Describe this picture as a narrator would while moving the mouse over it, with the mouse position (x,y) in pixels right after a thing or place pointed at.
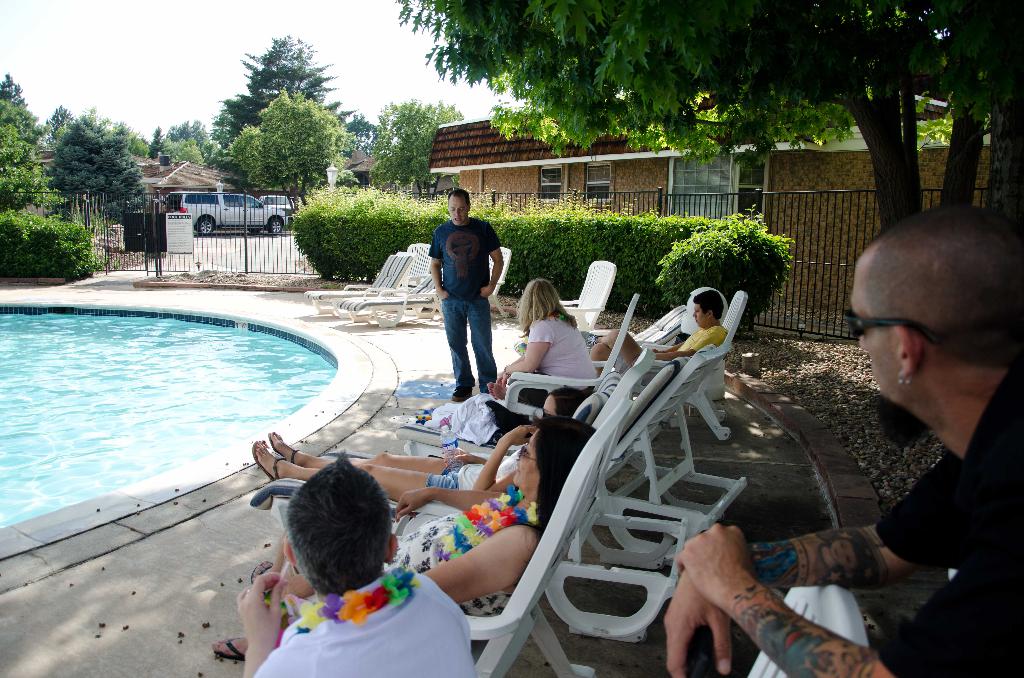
In this picture we can see swimming pool (219,368) and aside to this we have chairs (393,299) and on chairs (671,388) some persons (462,572) are sitting and one person (453,343) is standing and in the background (291,244) we can see gate (145,230) beside to this gate (142,212) we have trees (3,168) and after the gate (225,199) there is car (217,215) and here it is a building (748,183) with windows (711,180) and there is a fence (560,200) to that building (761,186) here on right side (967,384) man (978,525) is sitting wore goggles (851,323), black color T-Shirt (968,492) and his hands (826,549) are full of tattoos (768,601).
